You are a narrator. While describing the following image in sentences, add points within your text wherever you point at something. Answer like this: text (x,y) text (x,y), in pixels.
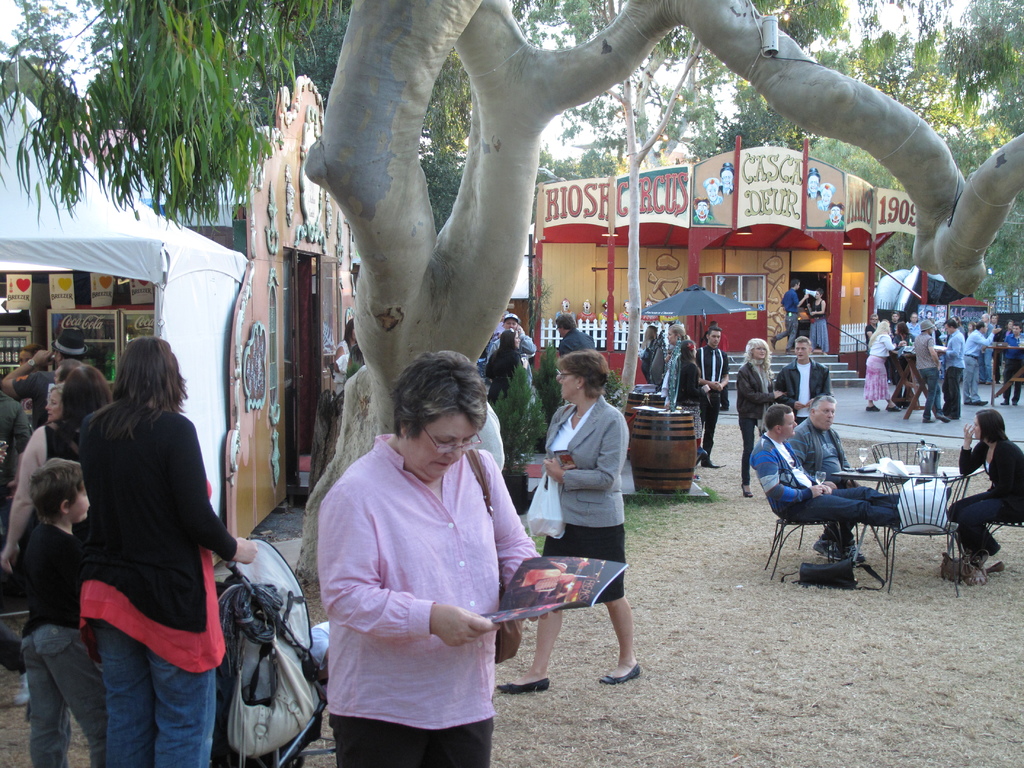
There is a woman (331,726) standing in the center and she is looking at a magazine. There are a few people (41,760) on the left side (61,763). Here we can see a three people (1001,429) who are sitting on a chair (995,526) and having a conversation. In the background (767,396) we can observe a few people (708,401) who are standing and doing something.
